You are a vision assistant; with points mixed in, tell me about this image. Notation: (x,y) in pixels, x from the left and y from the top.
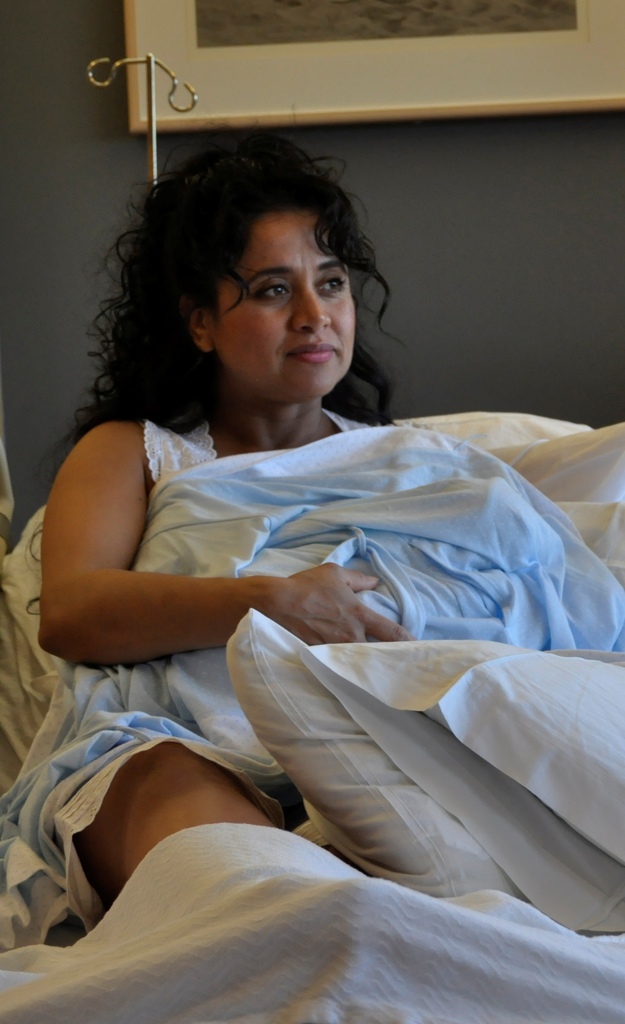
The woman (199,299) in light blue dress (157,671) is sitting on the bed (200,898). She is holding a light blue color bed sheet (419,560) in her hands (388,636). In front of the picture, we see white pillows (442,787) and a white bed sheet (390,936). Behind her, we see a photo frame (414,119) is placed on the wall (102,181). We even see a saline stand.
